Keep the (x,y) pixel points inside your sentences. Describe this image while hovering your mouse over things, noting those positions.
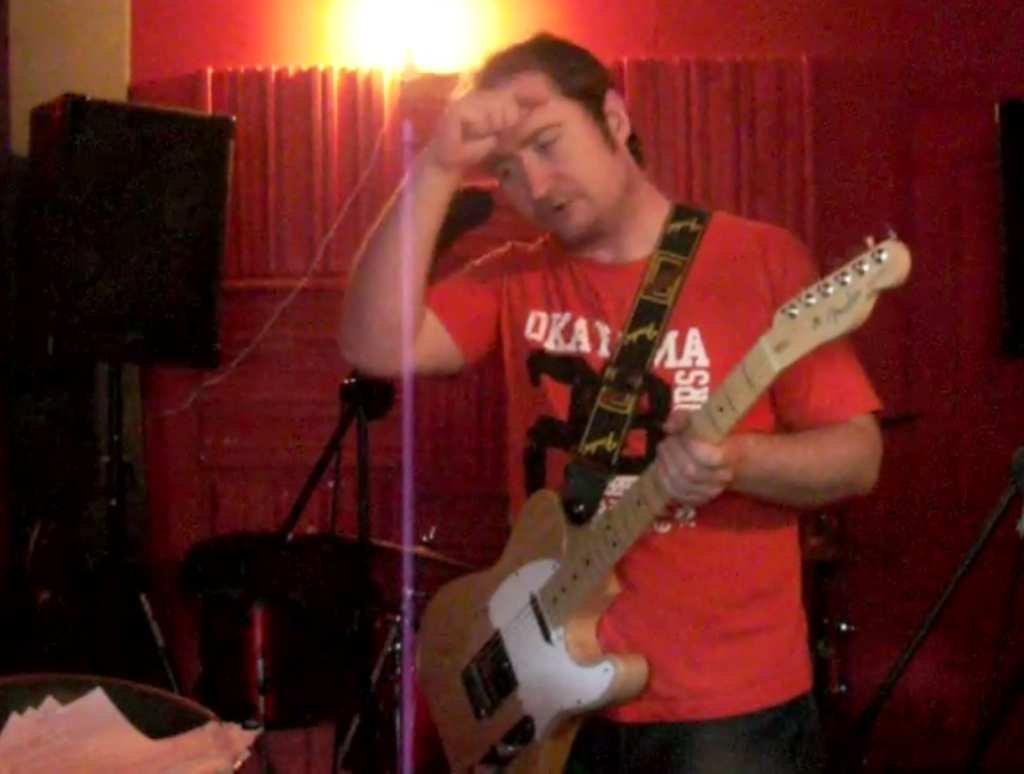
there is a man (685,760) holding guitar (535,536) on stage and behind him there is a sound box (218,311) and light (453,25) focusing on him.
